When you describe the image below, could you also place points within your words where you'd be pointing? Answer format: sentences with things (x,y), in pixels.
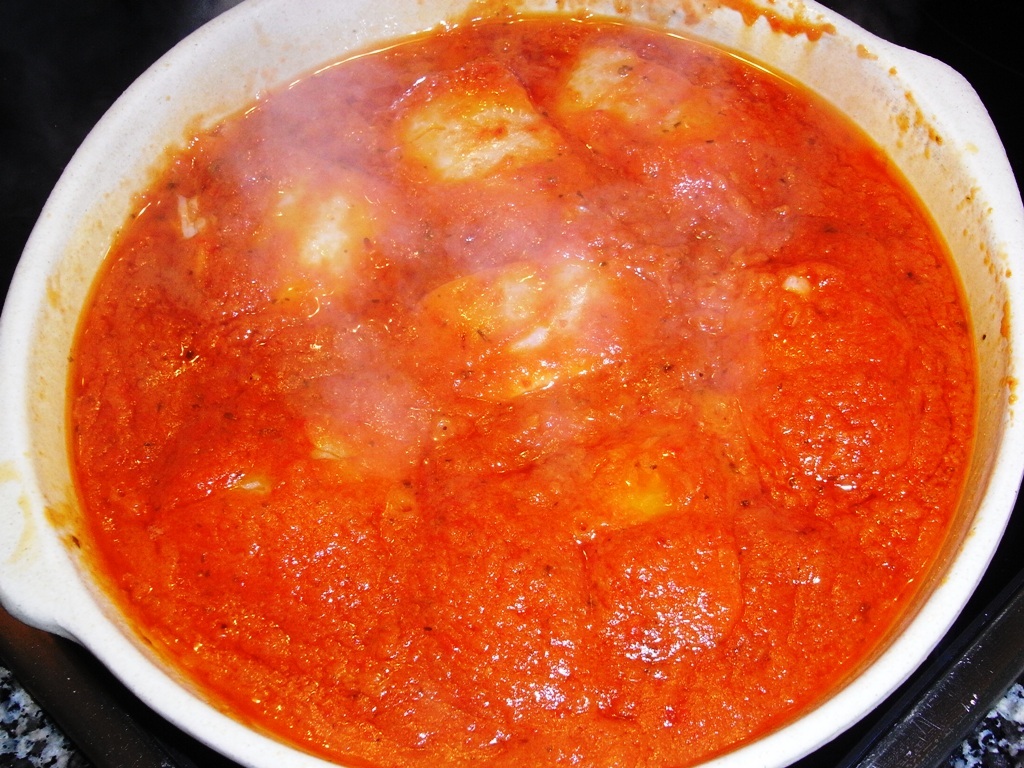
In this image there is a bowl (598,487) in which there is some curry (475,465) which is in orange color.
